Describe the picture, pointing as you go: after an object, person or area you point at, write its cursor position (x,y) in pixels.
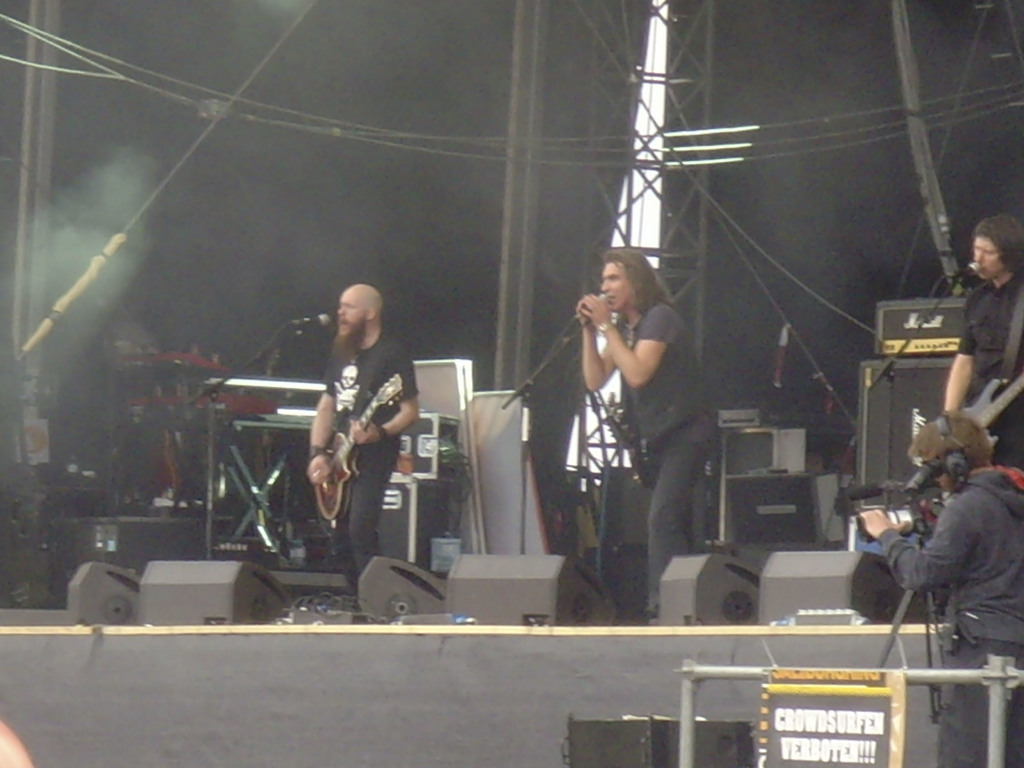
In this image i can see three persons (989,350) standing on the stage (616,647). The person (671,529) in the middle (604,272) is singing and the persons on either side are playing a guitar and singing song. The person (1004,640) who is on the ground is holding a camera (869,504). On the stage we can see some speakers (898,387) and a musical instrument (220,385).
